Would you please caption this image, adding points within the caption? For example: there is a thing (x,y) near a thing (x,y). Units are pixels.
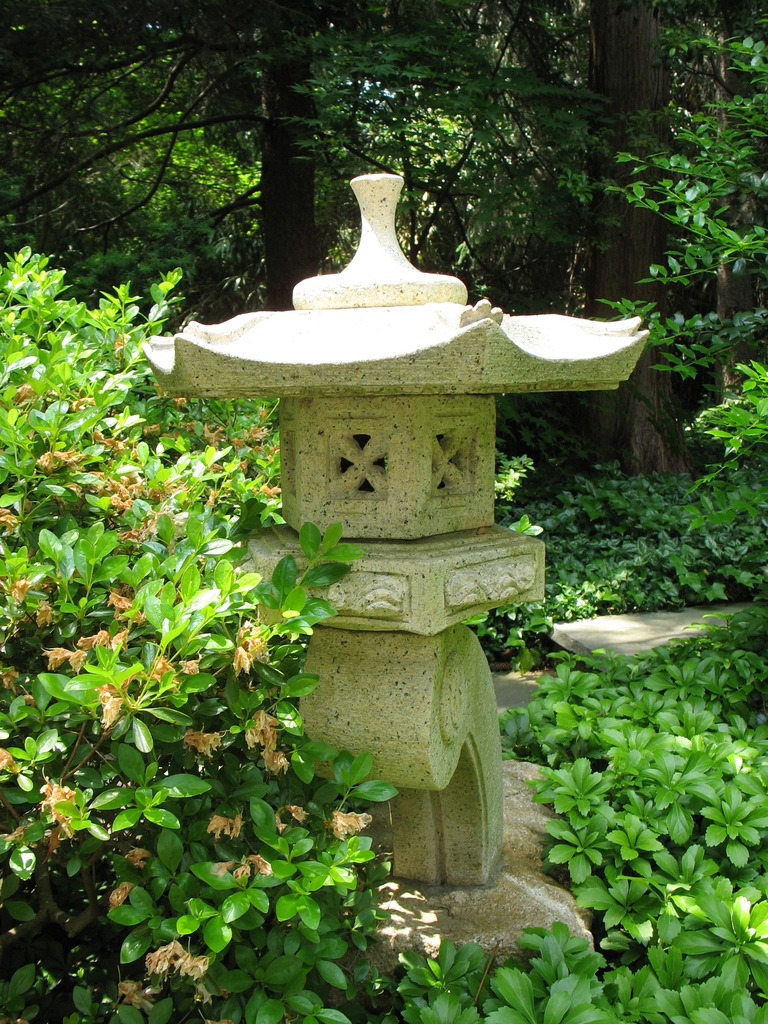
In this image we can see a statue (435,514) placed on the ground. In the background (680,171), we can see group of trees (693,183) and plants (678,969).
